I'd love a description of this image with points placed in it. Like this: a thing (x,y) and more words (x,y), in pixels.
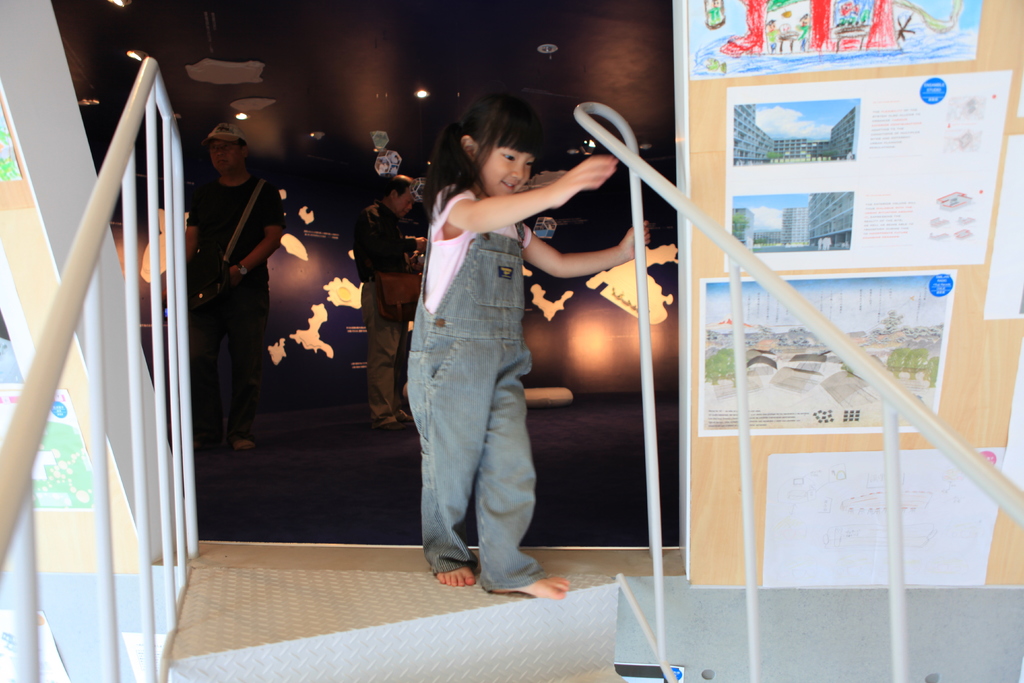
In this image, we can see a girl (433,375) is holding a rod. Here we can see railings (648,413), posters (772,521), wall (875,614), few people (252,268) and lights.
